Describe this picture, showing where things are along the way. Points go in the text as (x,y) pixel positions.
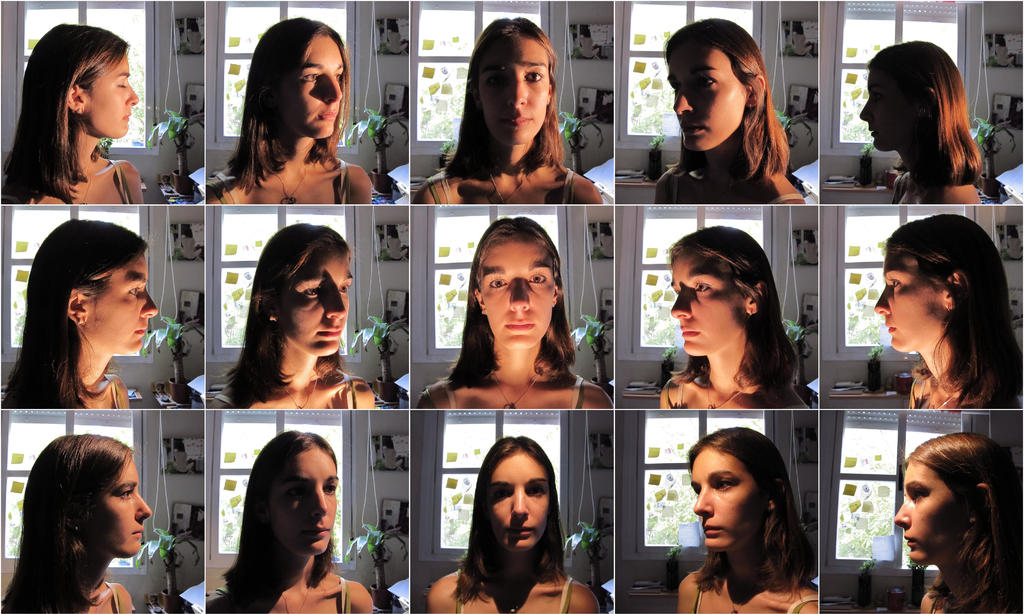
In this image we can see collages of a picture of a lady (532,535).
